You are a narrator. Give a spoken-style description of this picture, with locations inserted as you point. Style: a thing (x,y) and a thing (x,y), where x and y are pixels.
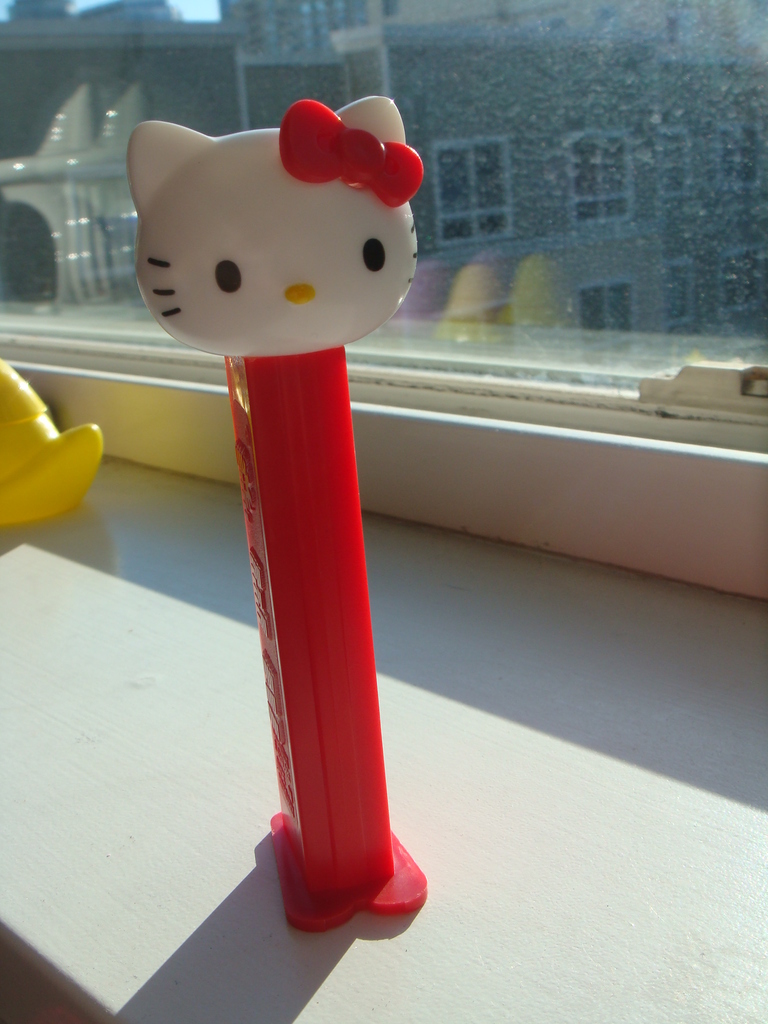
In this image we can see a toy (340,810) which is red and white in color. In the background of the image (31,17) we can see a glass window (347,92).
